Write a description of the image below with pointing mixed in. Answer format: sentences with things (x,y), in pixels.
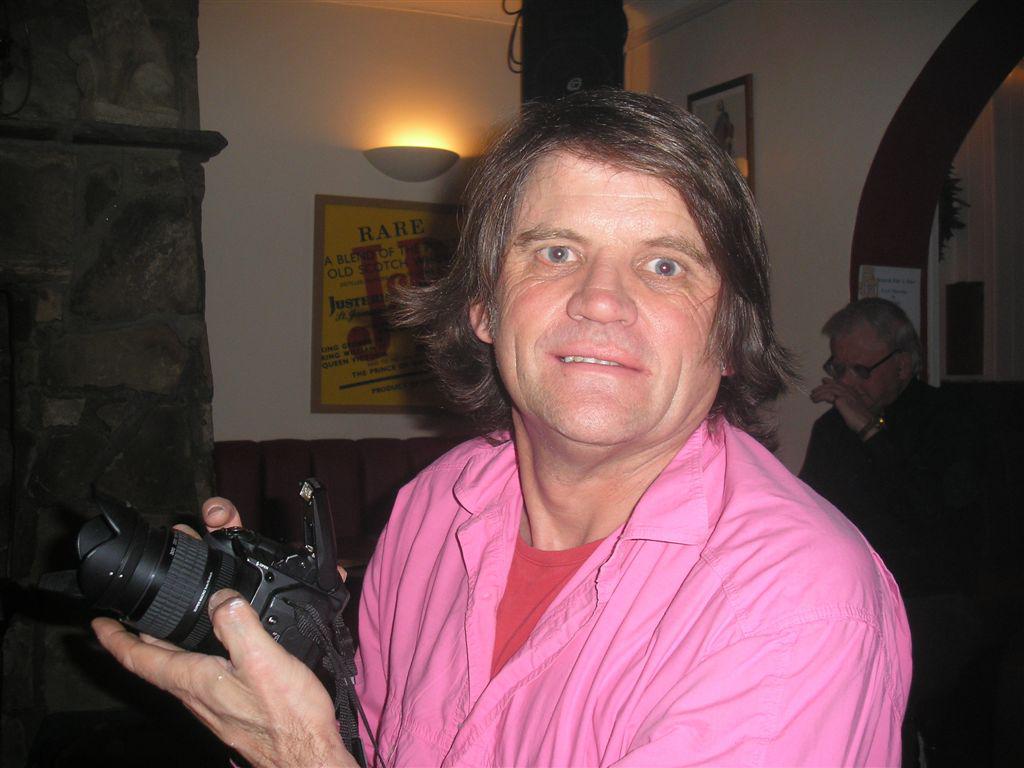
Two persons (745,577) are there. This person (540,588) holding camera (234,530). On the background (328,74) we can see wall (397,136), light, poster (361,252).
